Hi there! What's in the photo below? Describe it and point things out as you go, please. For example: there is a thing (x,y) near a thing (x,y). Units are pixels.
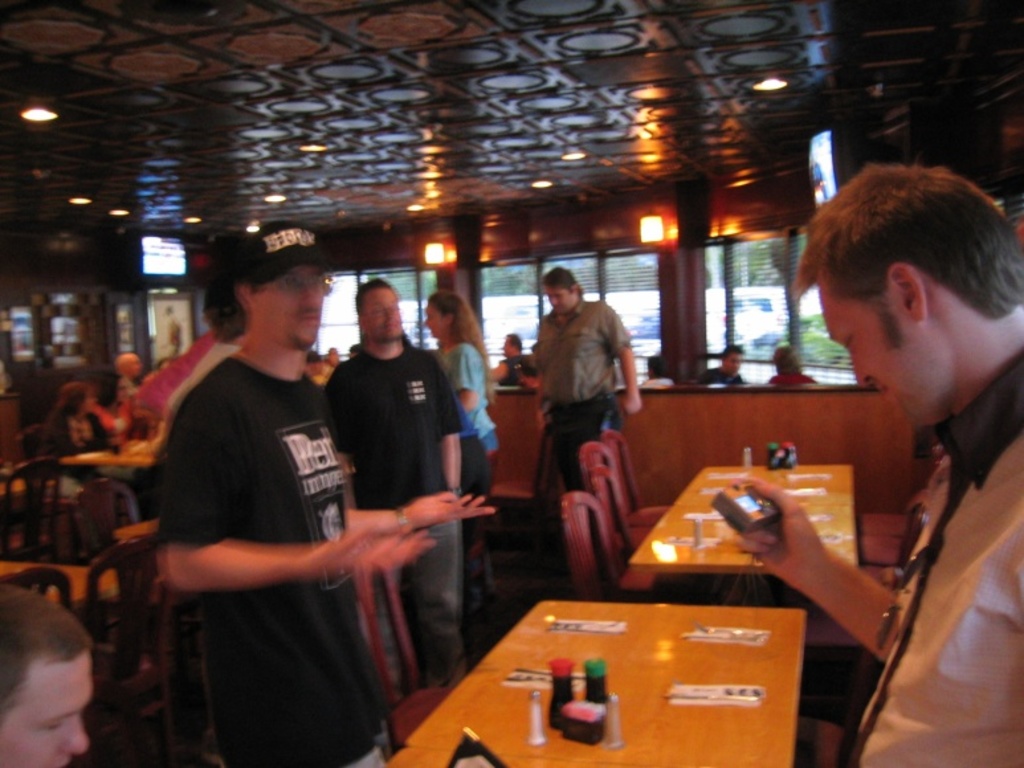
In this image we can see many people (856,340). There are many trees (828,340) and plants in the image. There are many tables (684,675) and chairs (110,556) in the image. There are few vehicles (655,328) in the image. There are many objects (720,696) in the restaurant (789,325). There are many objects (610,705) placed on the table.
